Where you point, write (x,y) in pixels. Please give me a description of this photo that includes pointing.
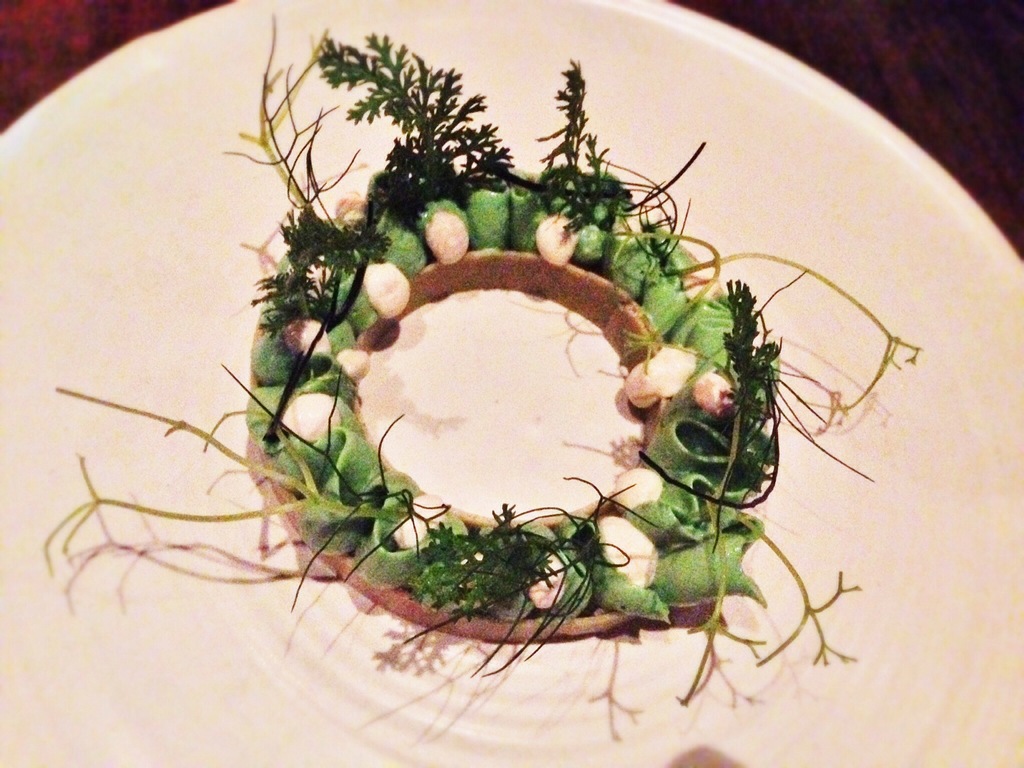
In this image there is one plate (988,276), in the plate (257,204) there are some seeds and food items (760,310). At the top of the image (38,51) it looks like a table (61,51).
